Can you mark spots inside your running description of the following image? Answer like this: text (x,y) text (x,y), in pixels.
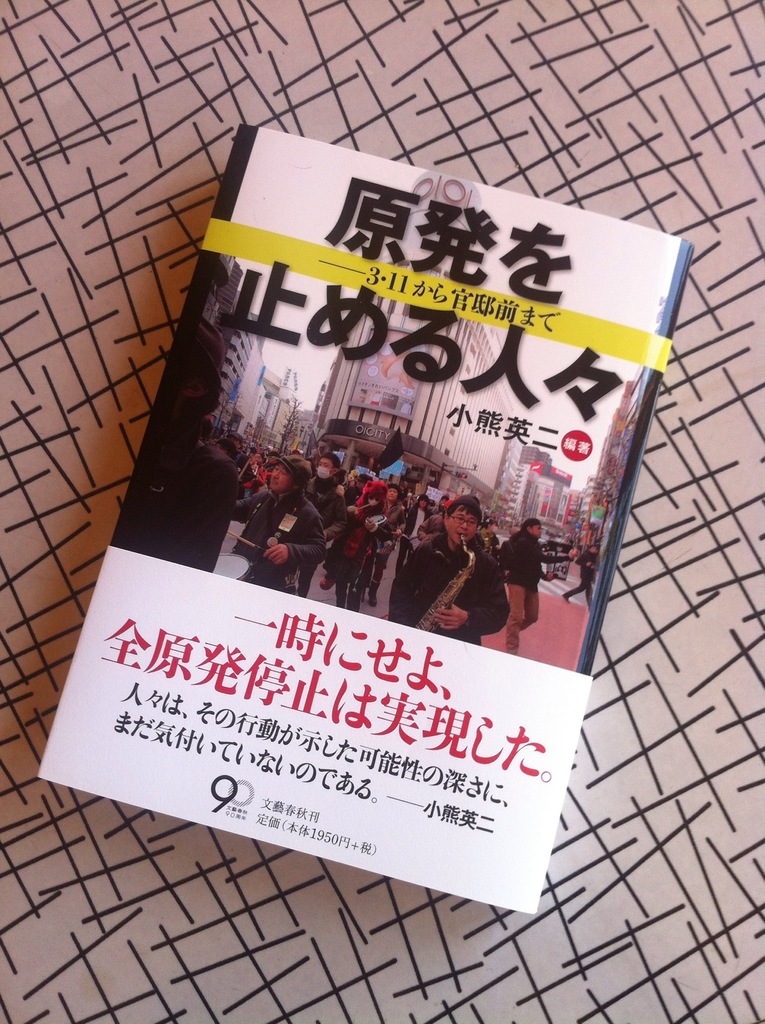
In this picture we can see a foreign language book (268,282) kept on a table (319,887).
